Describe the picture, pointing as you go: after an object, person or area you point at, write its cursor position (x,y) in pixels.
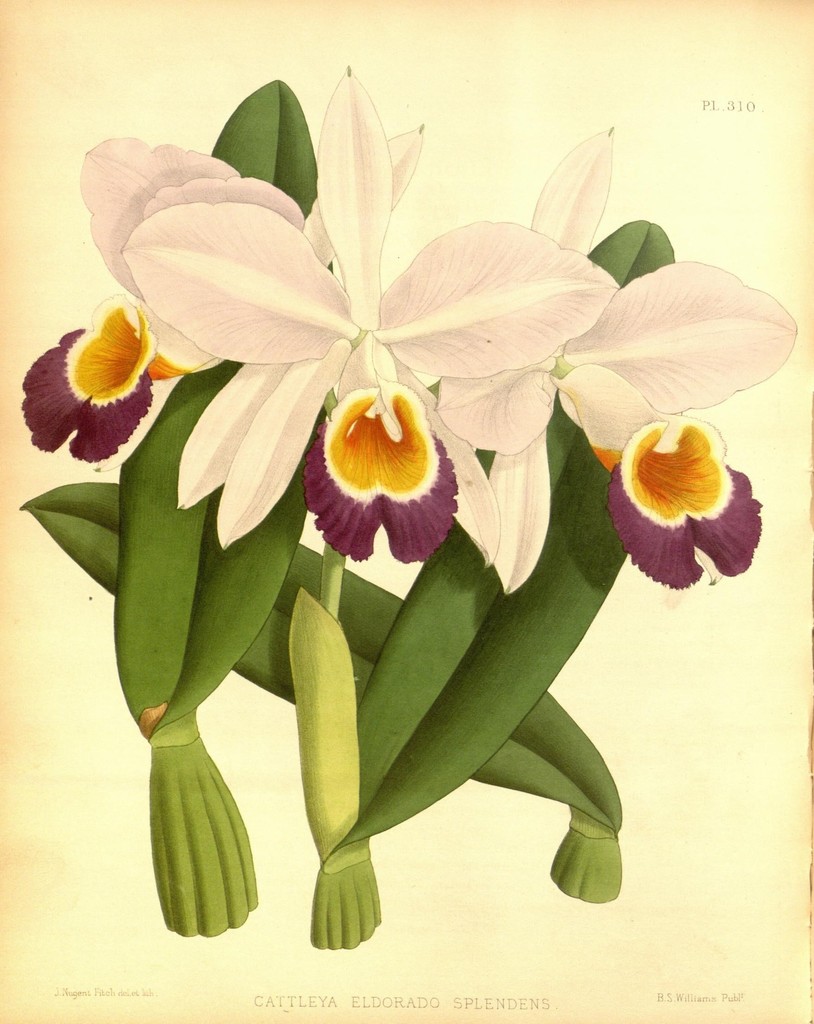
In the image we can see a flower painting (546,119).
